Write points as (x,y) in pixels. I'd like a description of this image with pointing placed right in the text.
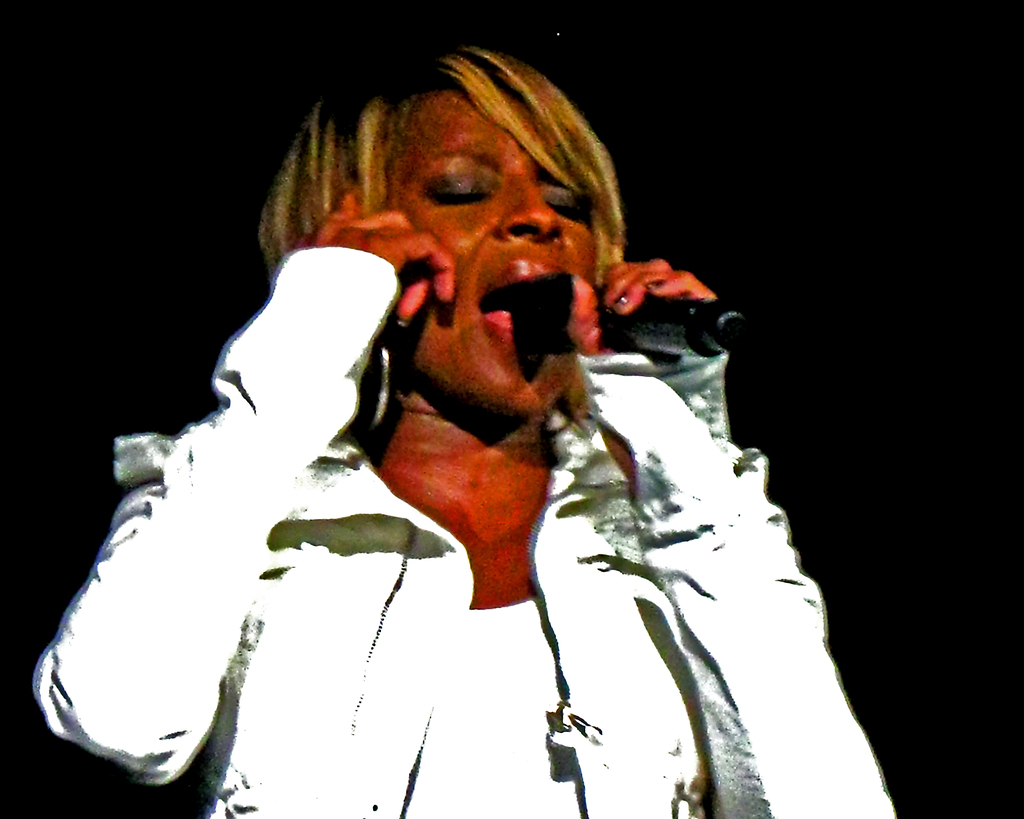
Here, we can see a person (173,503) standing and holding a microphone (740,325), there is a dark background (759,326).
